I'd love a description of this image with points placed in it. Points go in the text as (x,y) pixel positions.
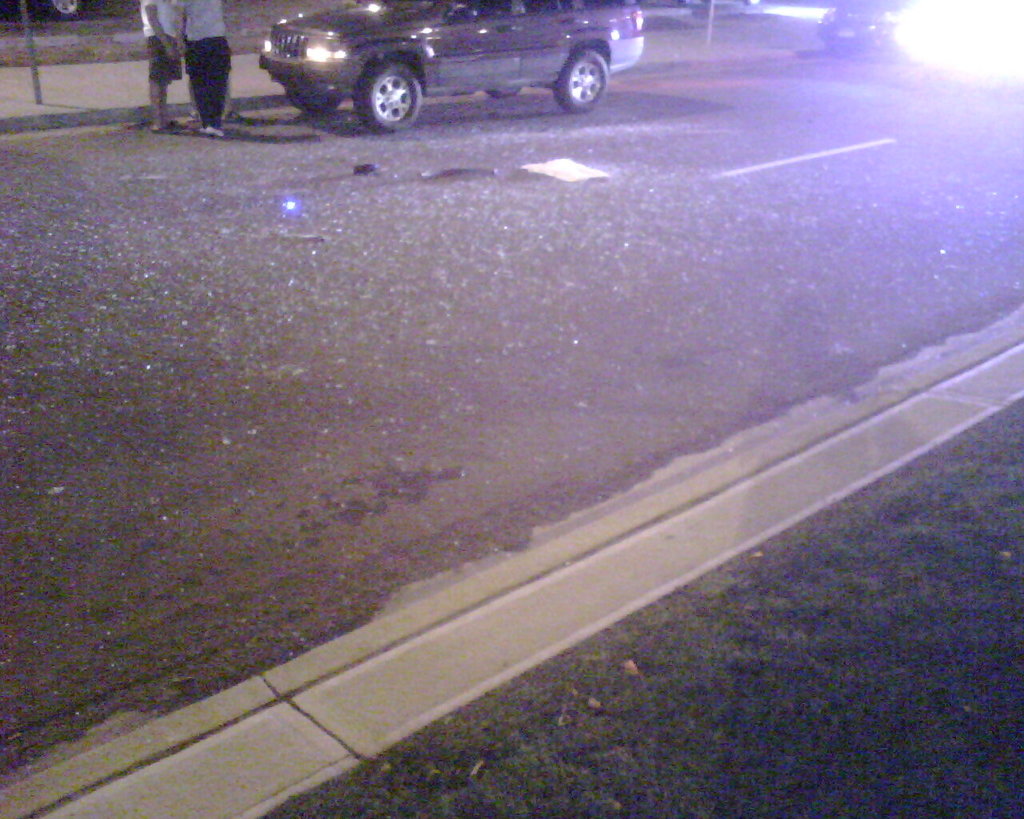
In this image we can see a car (586,19) and two persons (150,10) on the road (406,233). There are poles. At the bottom of the image (595,721) we can see grass (765,634).
